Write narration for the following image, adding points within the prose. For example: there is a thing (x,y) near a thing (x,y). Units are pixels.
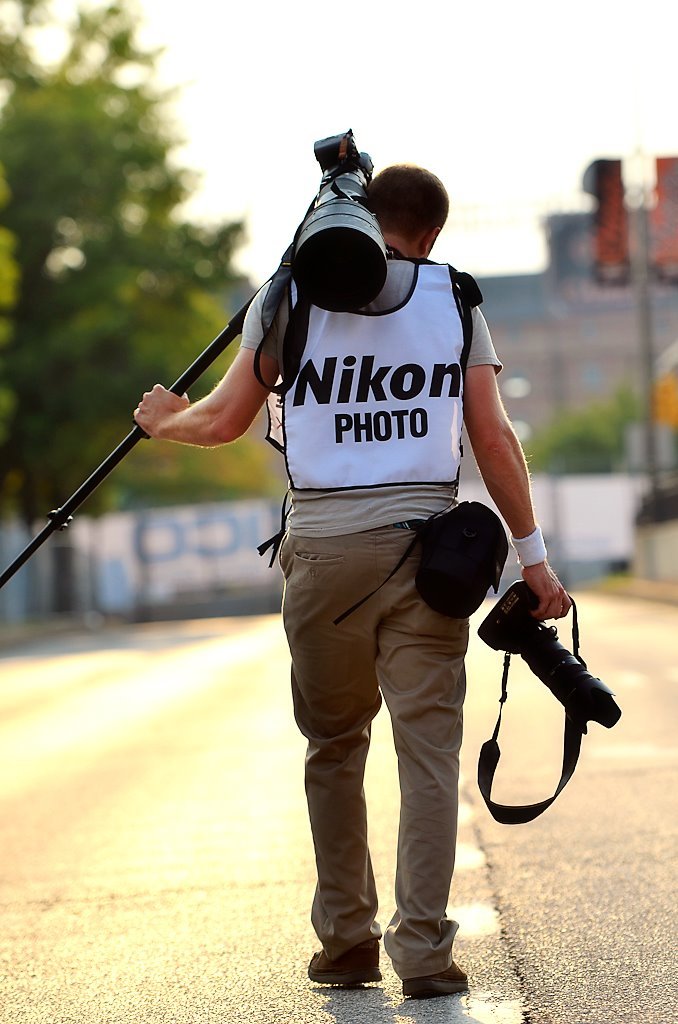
In the picture I can see a man (459,652) is holding a camera (545,679) and some other object (130,431) in hands (545,608). In the background (32,360) I can see a tree (127,339), buildings (566,327), a road (258,875) and the sky (466,159). The background of the image (658,323) is blurred.
